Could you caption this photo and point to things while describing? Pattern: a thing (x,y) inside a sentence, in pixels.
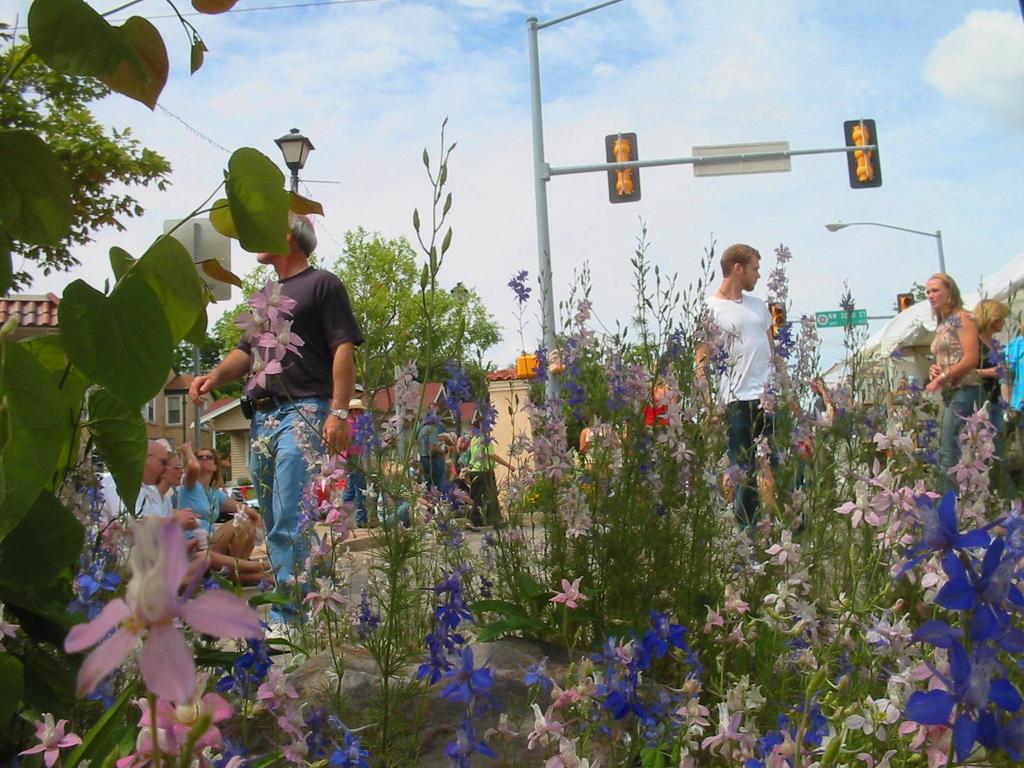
In the image I can see some people (967,358) on the floor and around there are some plants (769,523) which has some different colors of flowers (804,750) and also we can see poles (764,152) which has some boards (764,152) and lights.
